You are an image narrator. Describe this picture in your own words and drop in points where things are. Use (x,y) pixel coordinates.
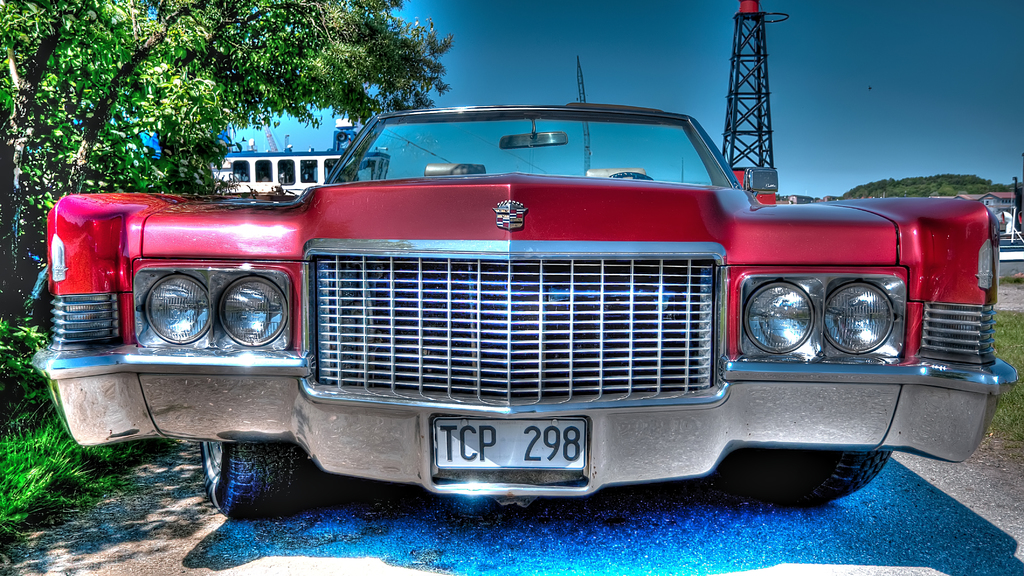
In this image in the middle (425,332), there is a car (425,332). In the background (253,140) there are trees (58,131), boat (279,161), tower (734,118), hill (919,180) and sky (876,86). At the bottom (32,470) there is grass (11,478) and land (129,543).
